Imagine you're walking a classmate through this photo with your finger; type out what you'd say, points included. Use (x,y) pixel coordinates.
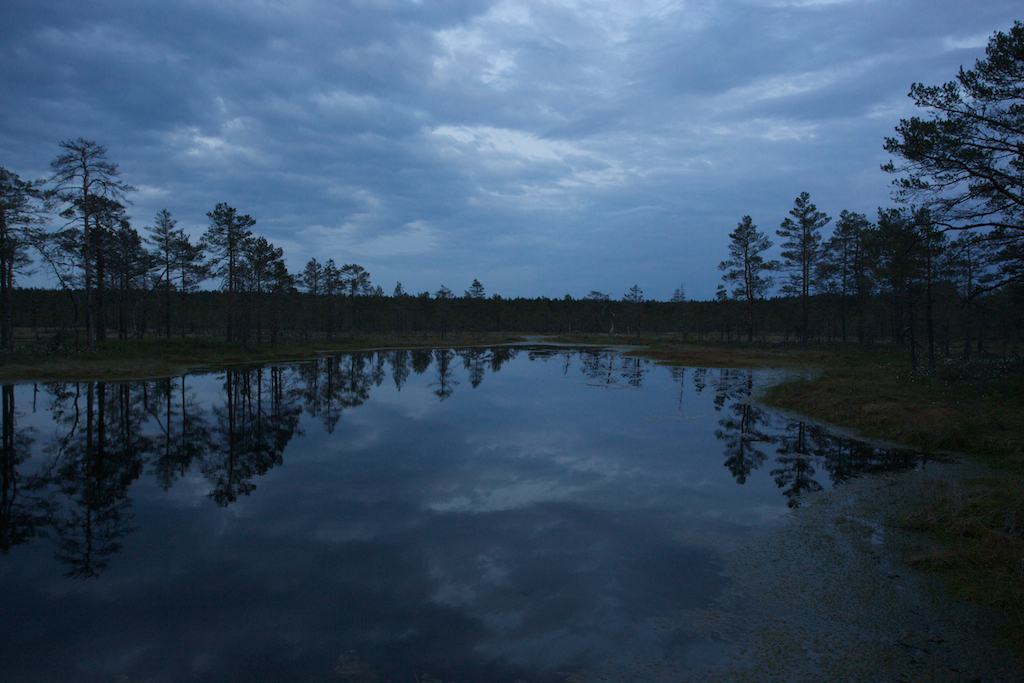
In this image there is the water (363,465). In the background (807,346) there is the land (795,342). There are trees (297,300) on the ground (933,365). At the top (578,83) there is the sky (672,115). In the bottom right (804,528) there is algae (833,626) on the water (811,615).
